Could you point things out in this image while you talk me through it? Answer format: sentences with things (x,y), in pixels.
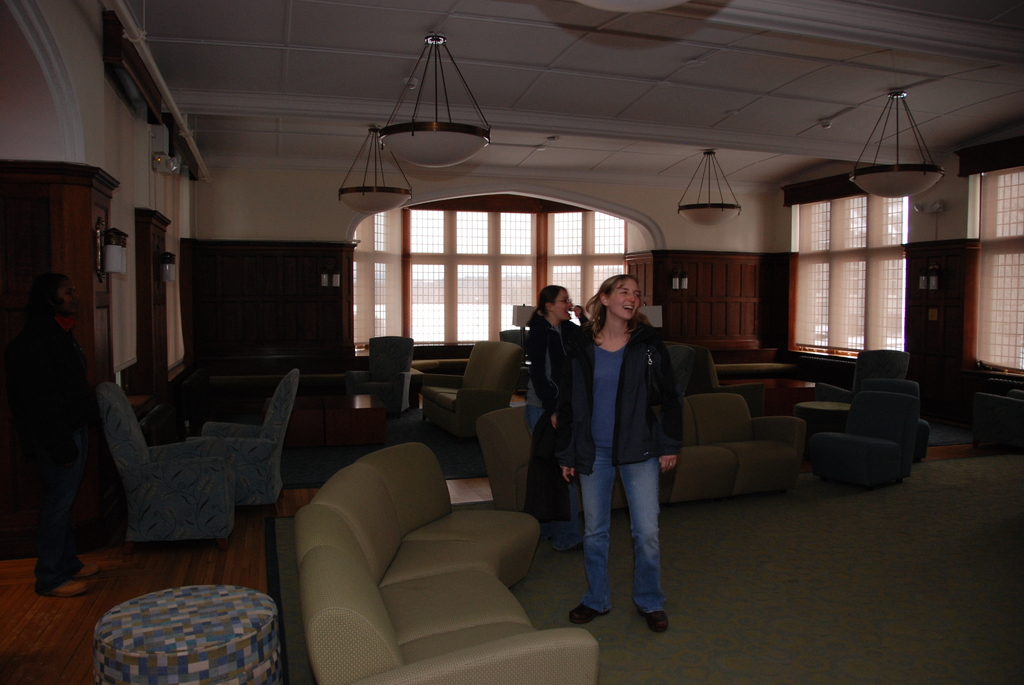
This picture is clicked inside. In the center (626,319) we can see the two persons (561,373) standing on the ground (583,589) and we can see there are many number of sofas (690,452) and chairs (398,384) and we can see a person (51,413) standing on the ground (65,611) and there are some wooden cabinets (287,311). In the background (427,240) we can see the wall (263,225), windows (470,251). At the top (624,53) there is a roof (462,95) and the lights (411,128) hanging on the roof (363,129).
